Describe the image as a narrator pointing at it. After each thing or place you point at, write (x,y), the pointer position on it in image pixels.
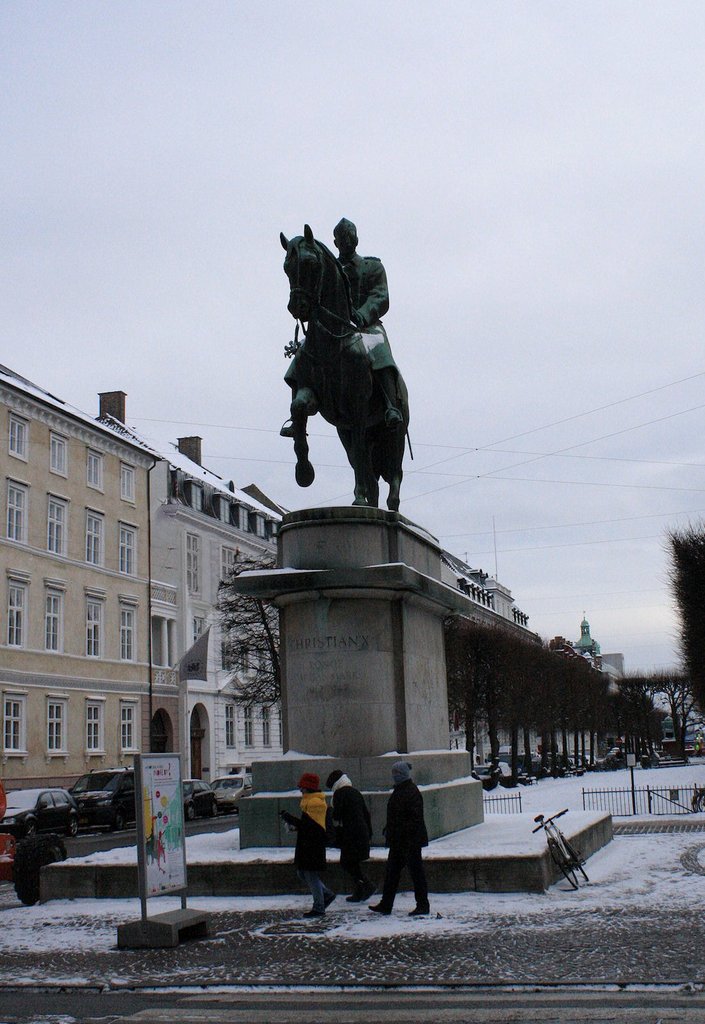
In this image we can see a statue (336,309), pedestal (378,791), grills (633,805), persons (424,882) standing on the road (355,936), advertisement board (157,867), motor vehicles (231,804) on the road (337,931), trees (512,674), cables (143,419), buildings (171,560) and sky (447,229) with clouds (575,539).
